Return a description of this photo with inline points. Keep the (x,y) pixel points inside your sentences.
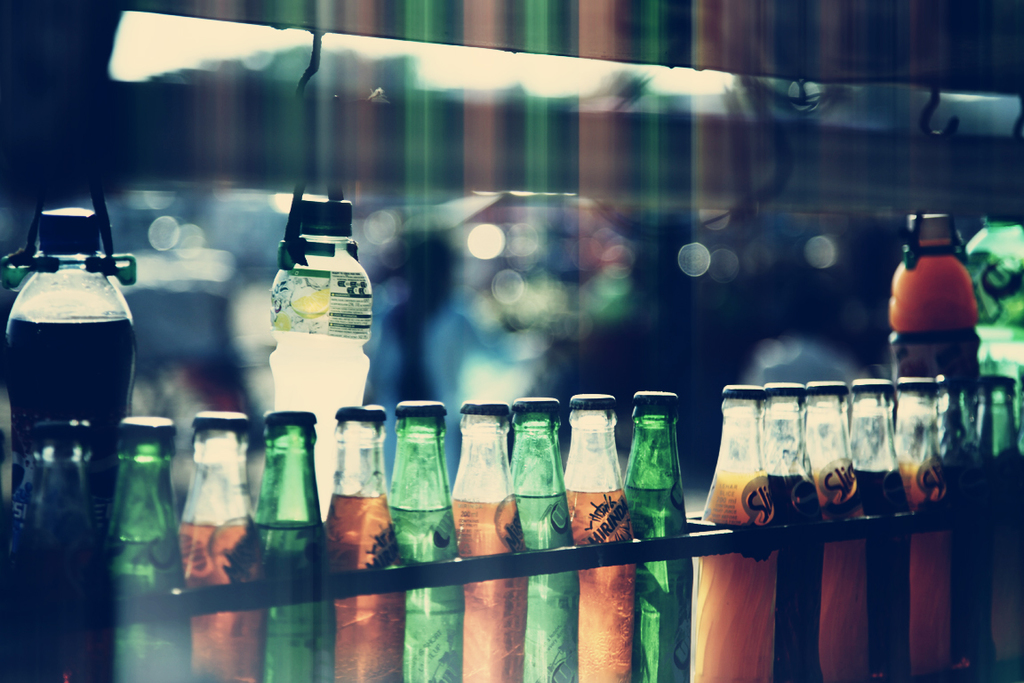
This picture is mainly highlighted with a preservative cool drink bottles (654,500). We can see bottles (85,302) hanged over here with hooks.
